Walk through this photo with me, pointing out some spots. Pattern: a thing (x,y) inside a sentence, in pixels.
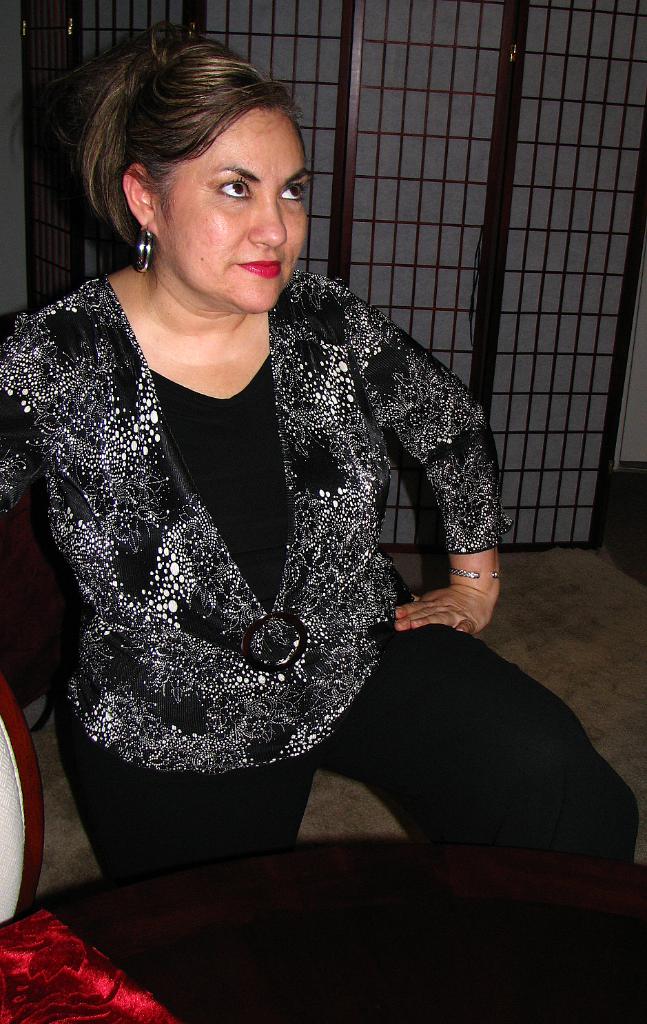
In the picture I can see one woman (364,449), behind we can see a gate (471,175) to the wall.
